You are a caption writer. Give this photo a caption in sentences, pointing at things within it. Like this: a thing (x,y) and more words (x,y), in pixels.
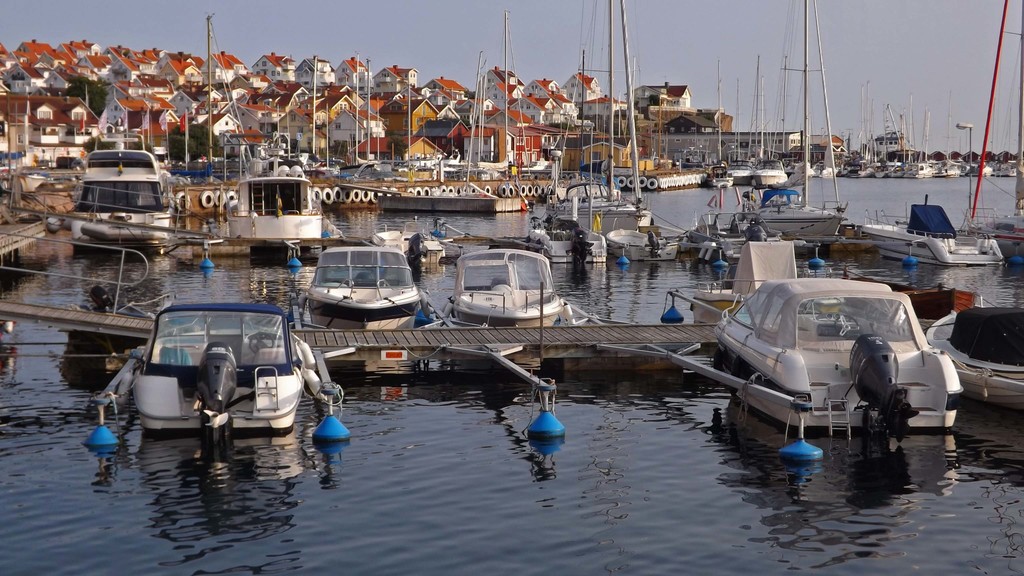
In this image we can see the boats (891,155), poles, wooden bridge (58,315), water (57,296), houses (683,131), at the top (261,14) we can see the sky (530,47).
